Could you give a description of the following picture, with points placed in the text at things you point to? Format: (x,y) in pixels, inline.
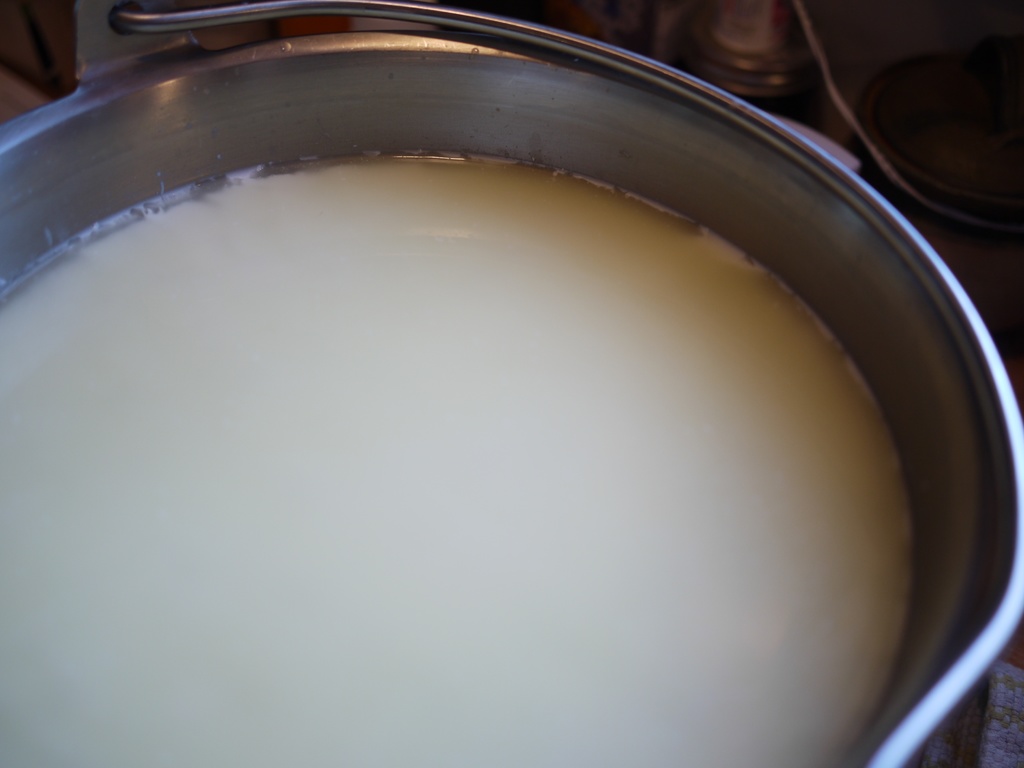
In this picture we can see a steel bucket (455,110), in the bucket (442,113) there is a white color liquid (415,339). At the top (696,24) it is not clear.
